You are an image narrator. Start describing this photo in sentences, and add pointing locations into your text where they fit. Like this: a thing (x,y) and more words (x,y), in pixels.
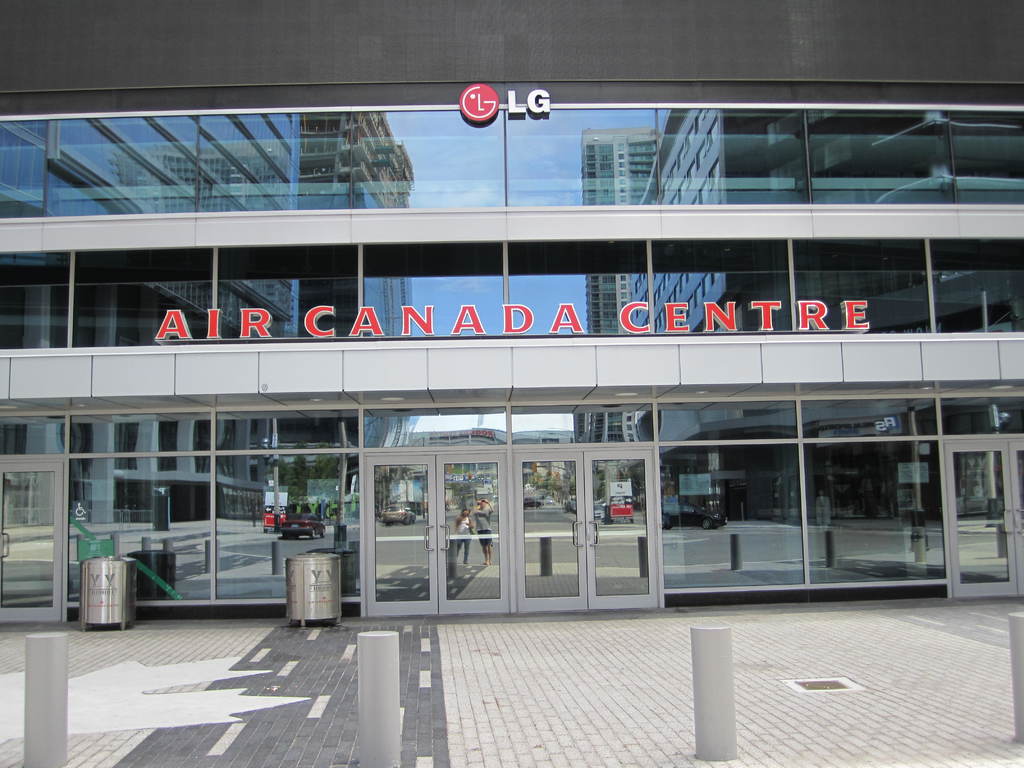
In this image there is a building (497,346), there is a glass wall (533,333), there are doors (530,509), there is text (517,101) on the building (547,314), there are objects (316,591) on the ground (468,640), we can see the buildings (622,176) on the glass wall (693,262), we can see the sky (531,189) on the glass wall (516,202).
